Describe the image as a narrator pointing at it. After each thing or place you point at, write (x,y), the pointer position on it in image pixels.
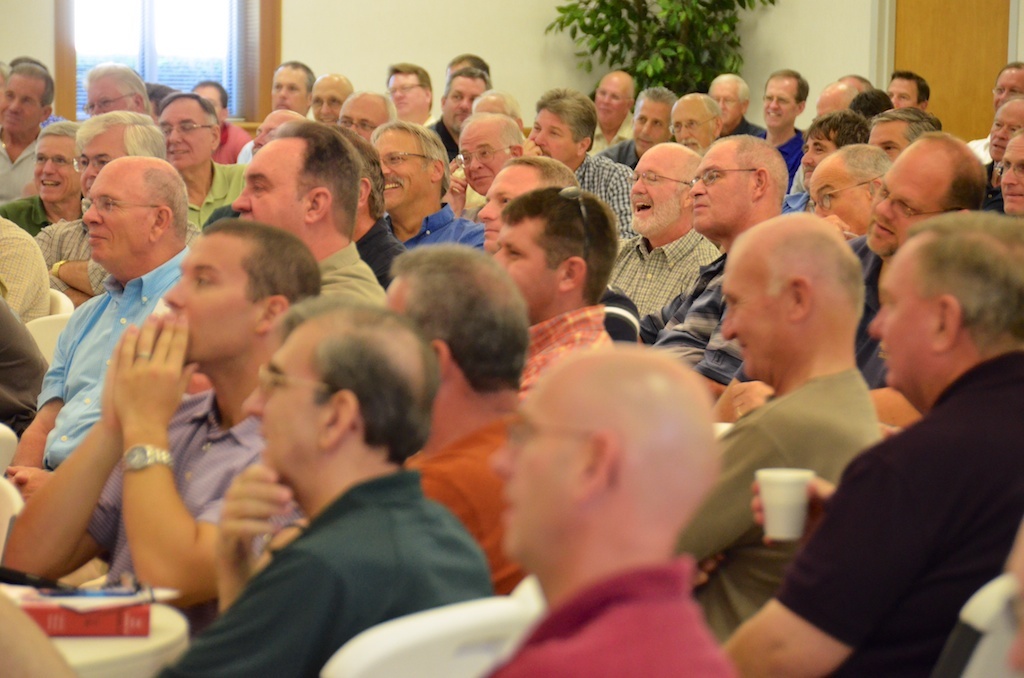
In this picture I can see many men (577,463) who are sitting on the chair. In the bottom left corner (90,617) I can see the book (100,625) on the table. At the top (686,28) I can see the plant (665,12) which is placed near to the wall (550,66). In the top right corner (955,60) I can see the door (955,60). In the top left corner (119,26) I can see the window (103,48).
